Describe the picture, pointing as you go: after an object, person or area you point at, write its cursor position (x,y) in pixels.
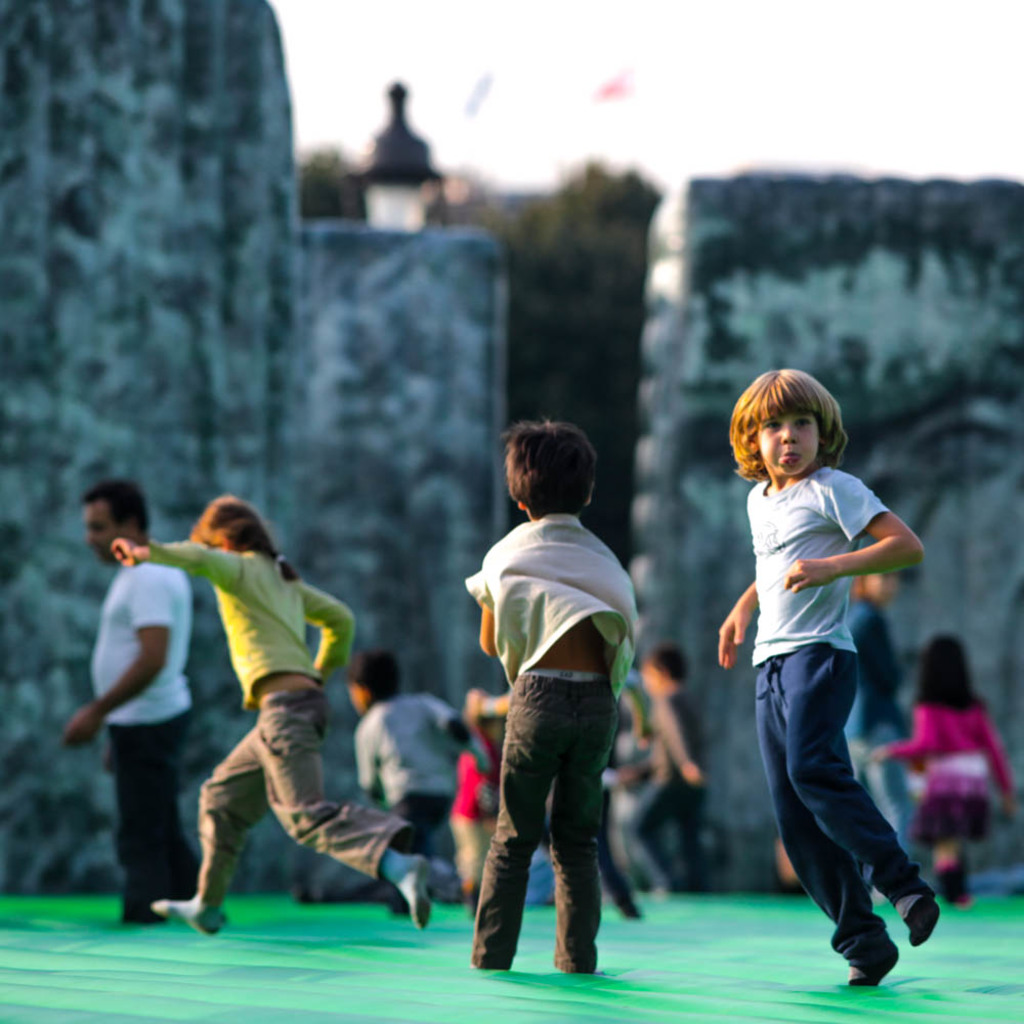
In this picture I can see group of people (280,566). There are walls (402,524), trees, and in the background (605,119) there is the sky (818,104).
